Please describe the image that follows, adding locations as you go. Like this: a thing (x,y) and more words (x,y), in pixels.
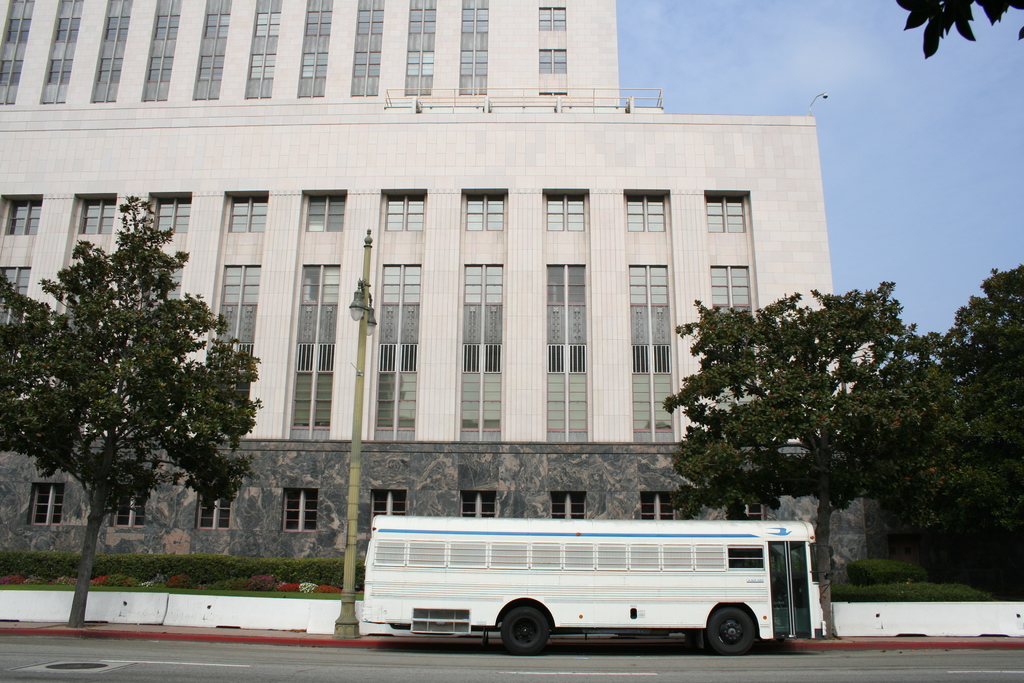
In the image there is a building (412,266) and in front of the building (15,140) there are trees (847,469), a street light (360,477) and in front of the trees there is a bus (516,630) on the road (425,668).
